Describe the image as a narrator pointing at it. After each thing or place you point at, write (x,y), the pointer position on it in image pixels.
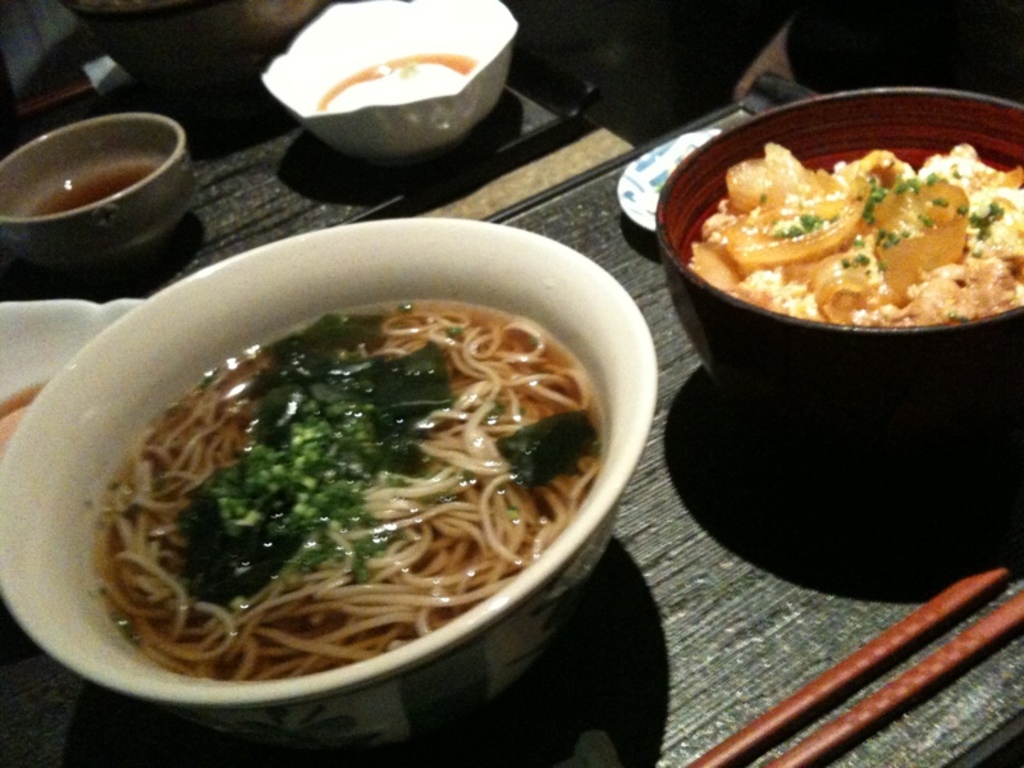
In the image we can see there is a table (879,489) on which there are bowls (637,328) kept in which there are food items (960,203) like noodles (379,491), soup (126,606) and other food items (895,245).
